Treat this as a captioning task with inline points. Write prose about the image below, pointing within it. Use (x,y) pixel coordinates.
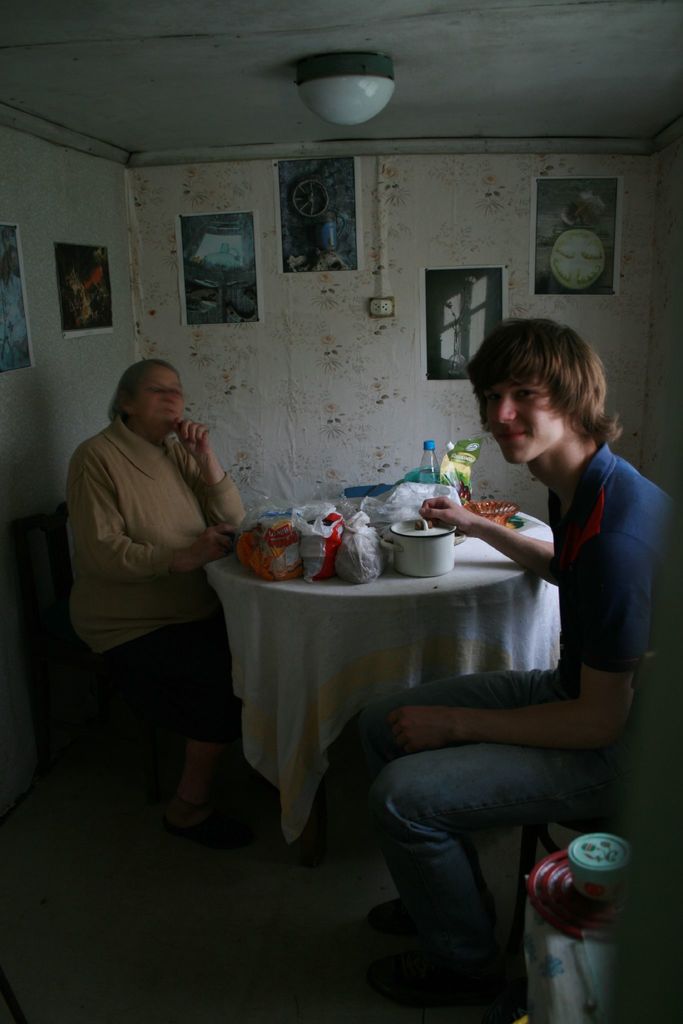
In the picture there are two persons (74,499) sitting on the chair (31,591) with the table (280,586) in front of them, on the table (541,619) there are boxes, there are polythene covers (388,515), bottles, there is a wall (13,663), on the wall (340,368) there many frames (332,219) present, there is a light (315,80) on the roof (417,34).
